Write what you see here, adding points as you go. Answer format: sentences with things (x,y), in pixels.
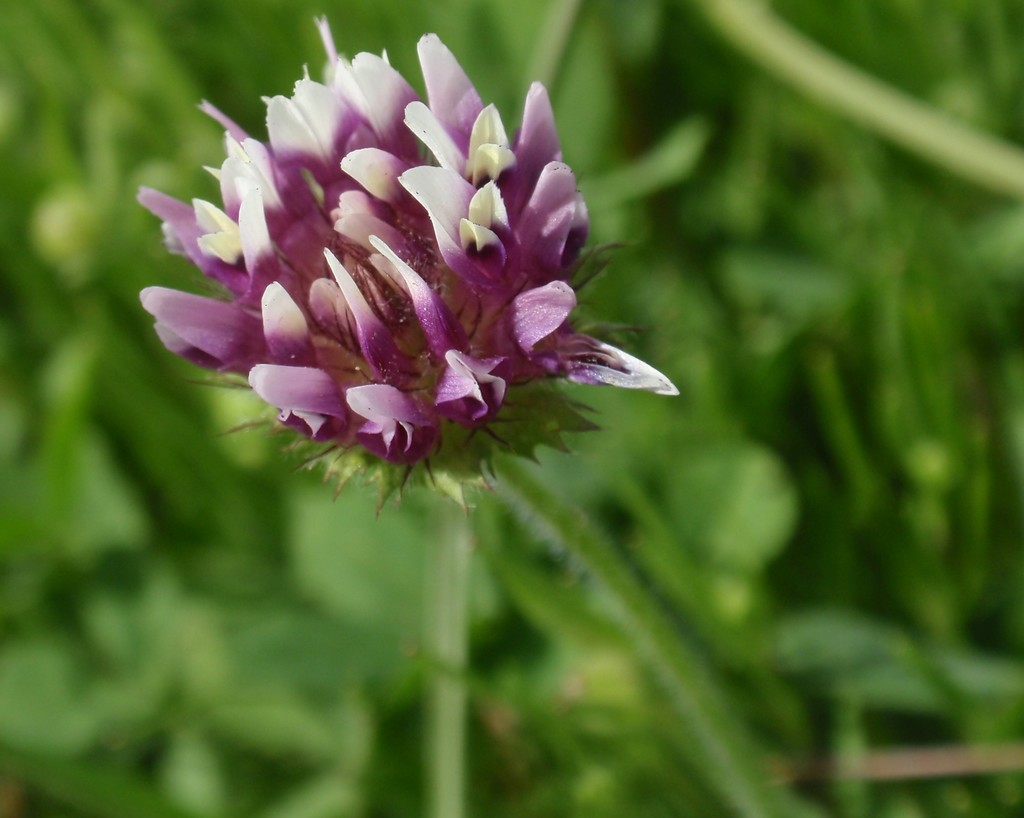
In the picture I can see a flower (422,331) which is in violet and white color and there is greenery (144,520) in the background (654,463).
